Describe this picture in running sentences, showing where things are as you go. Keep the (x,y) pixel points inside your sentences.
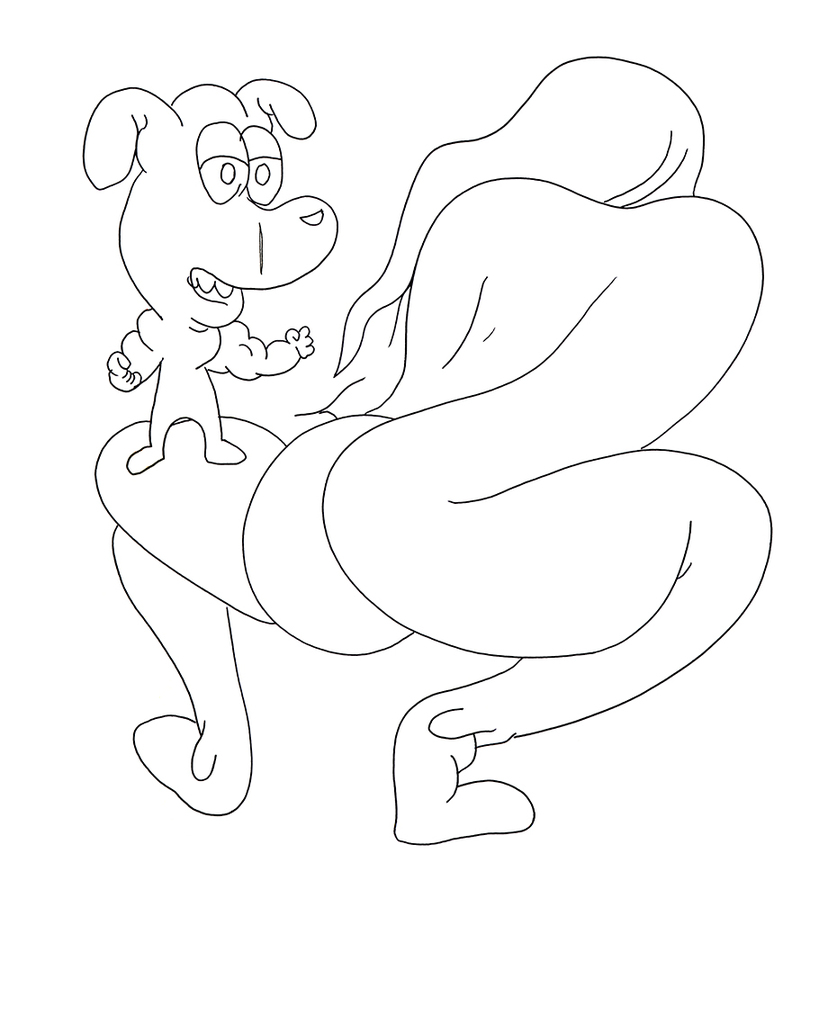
In this picture we can see the sketch (250,362) of a cartoon (236,288) and we can see the sketch (539,493) of an object (543,375) seems to be the person (487,781).
